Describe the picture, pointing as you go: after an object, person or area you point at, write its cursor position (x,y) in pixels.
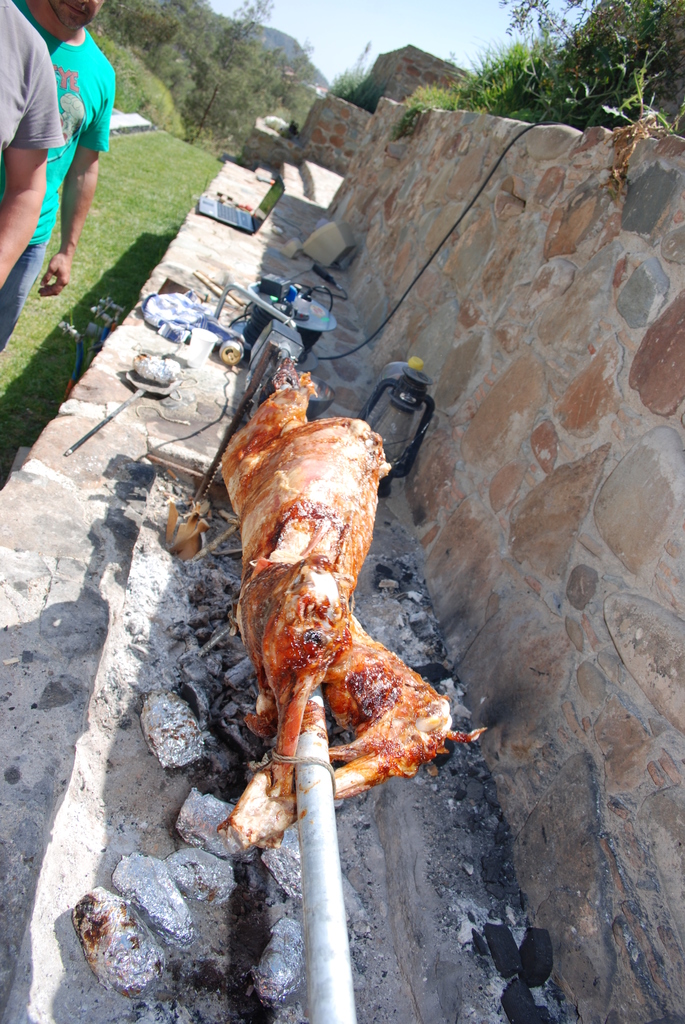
In this image meat (280,739) is tied to the pole (321,766). Under it there are few stones (204,816). On stone slab (254,235) there is a laptop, lamp (409,392), stool (318,327) and few objects (206,325) are on it. Right side (524,458) there is a wall (617,257), behind there are few plants (616,124). Left side (5,314) two persons (12,156) are standing on the grassland (151,174). Behind there are few trees (231,51) and hill (294,50). Top of image (380,24) there is sky (395,15).
